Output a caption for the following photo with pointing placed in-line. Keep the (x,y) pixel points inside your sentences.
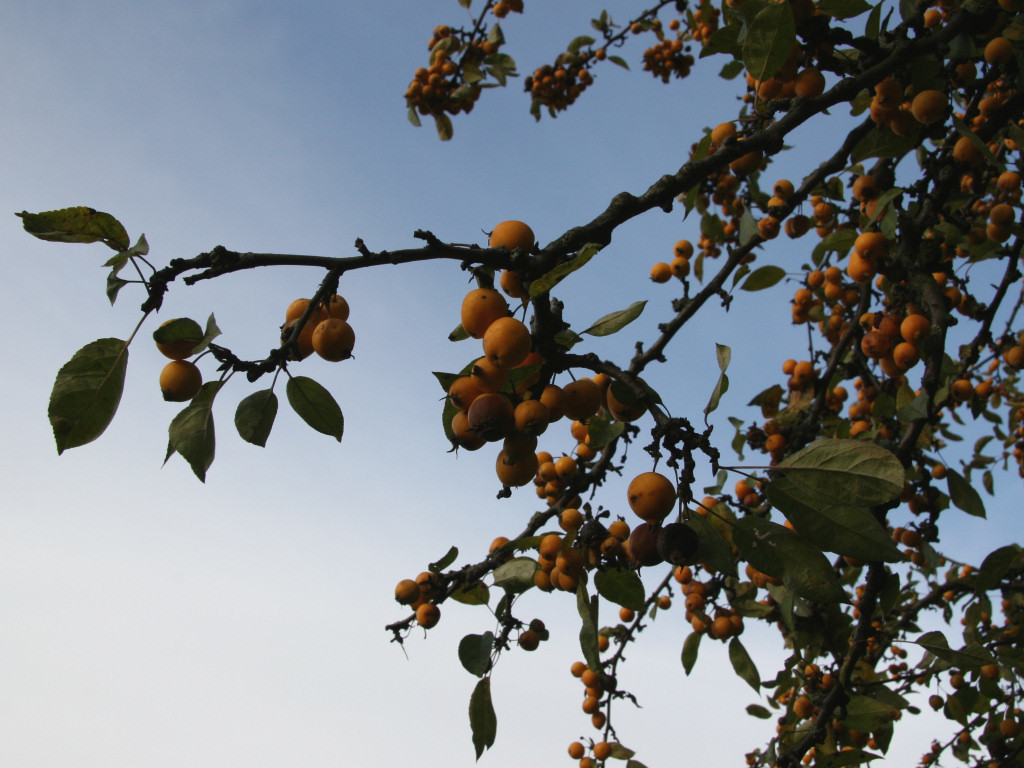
In this image, we can see fruits (1004,53), stems (559,255) and leaves (1014,30). There is the sky (621,622) in the background (600,262).
